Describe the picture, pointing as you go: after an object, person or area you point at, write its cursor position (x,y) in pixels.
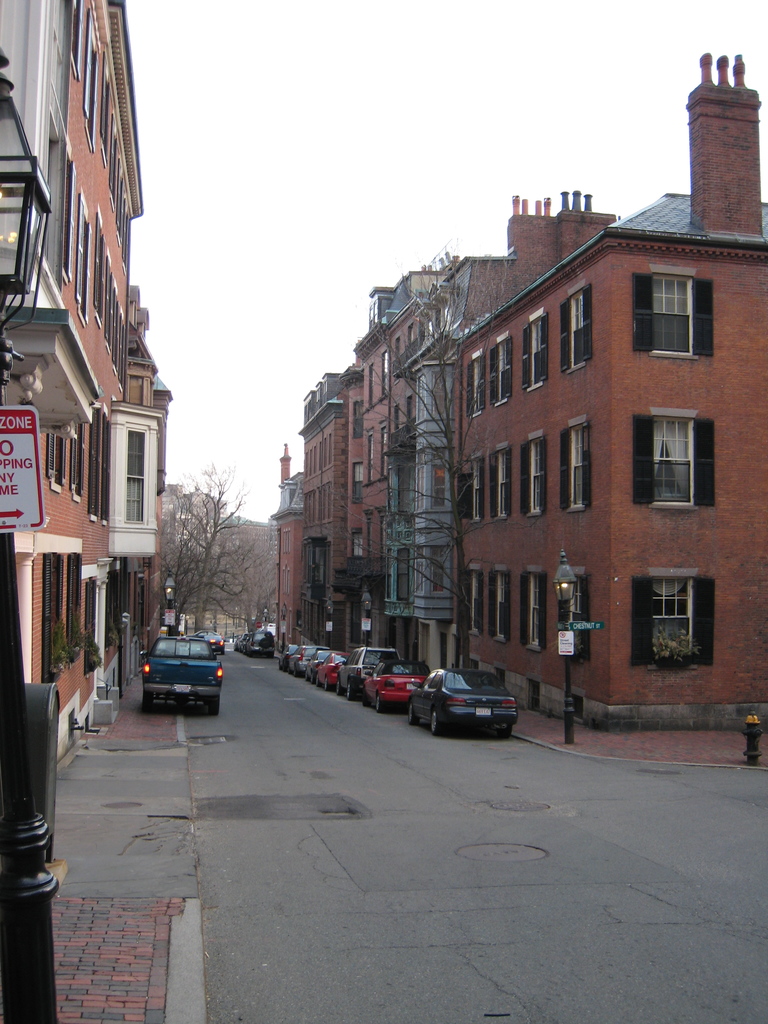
In the picture there are many vehicles (346,667) parked beside the road (300,698) and behind those vehicles (397,666) there are many buildings (517,479). In the background (221,552) there are few trees (231,576).
